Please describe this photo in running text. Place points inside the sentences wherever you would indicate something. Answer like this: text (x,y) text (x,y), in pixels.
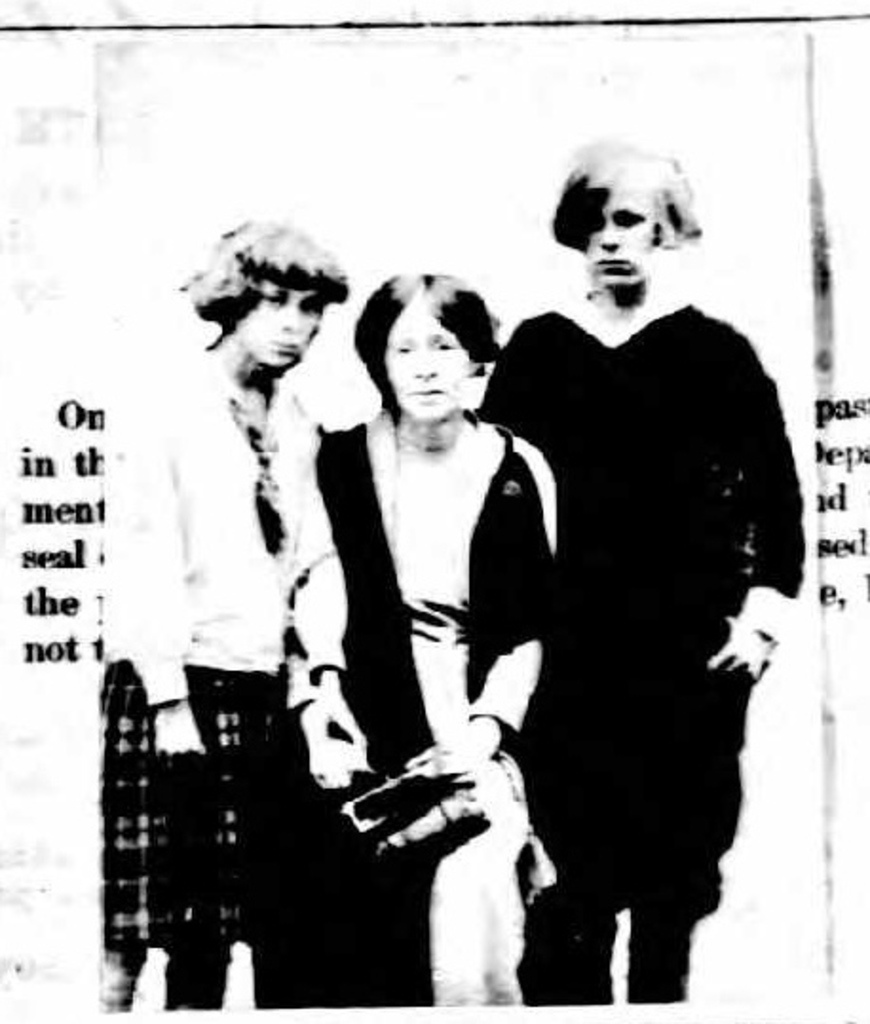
This is a black and white picture with three people (468,566) standing in the middle (520,416) with text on either side.
